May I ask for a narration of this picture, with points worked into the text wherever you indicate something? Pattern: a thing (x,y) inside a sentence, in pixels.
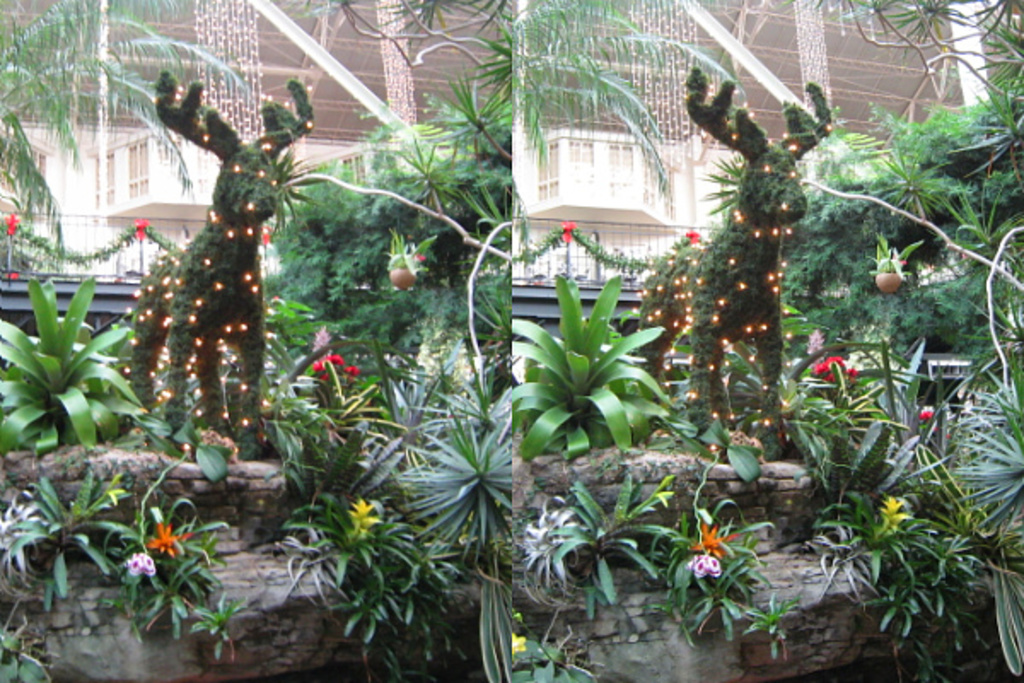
This is a collage picture and in this picture we can see plants (600,321), flowers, trees (883,301), toy animal (223,199) and in the background (97,270) we can see a building (208,203) with lights (391,102).
